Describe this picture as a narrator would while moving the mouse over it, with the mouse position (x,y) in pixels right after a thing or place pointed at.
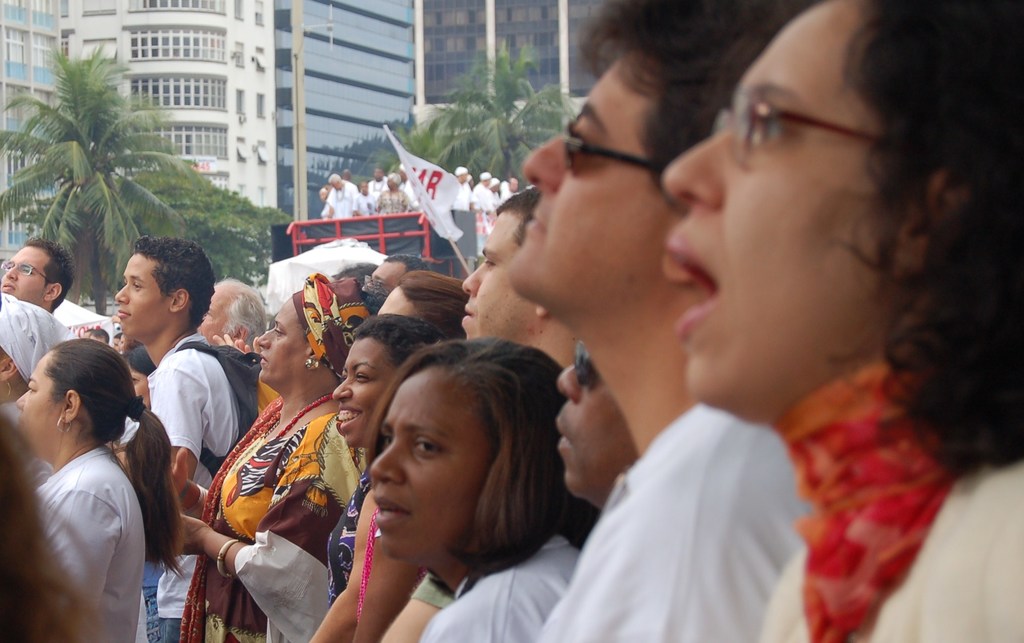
In this image we can see crowd (583,346). In the center (458,228) there is a flag (449,199). In the background (189,207) there are trees (495,143) and buildings (421,100).
